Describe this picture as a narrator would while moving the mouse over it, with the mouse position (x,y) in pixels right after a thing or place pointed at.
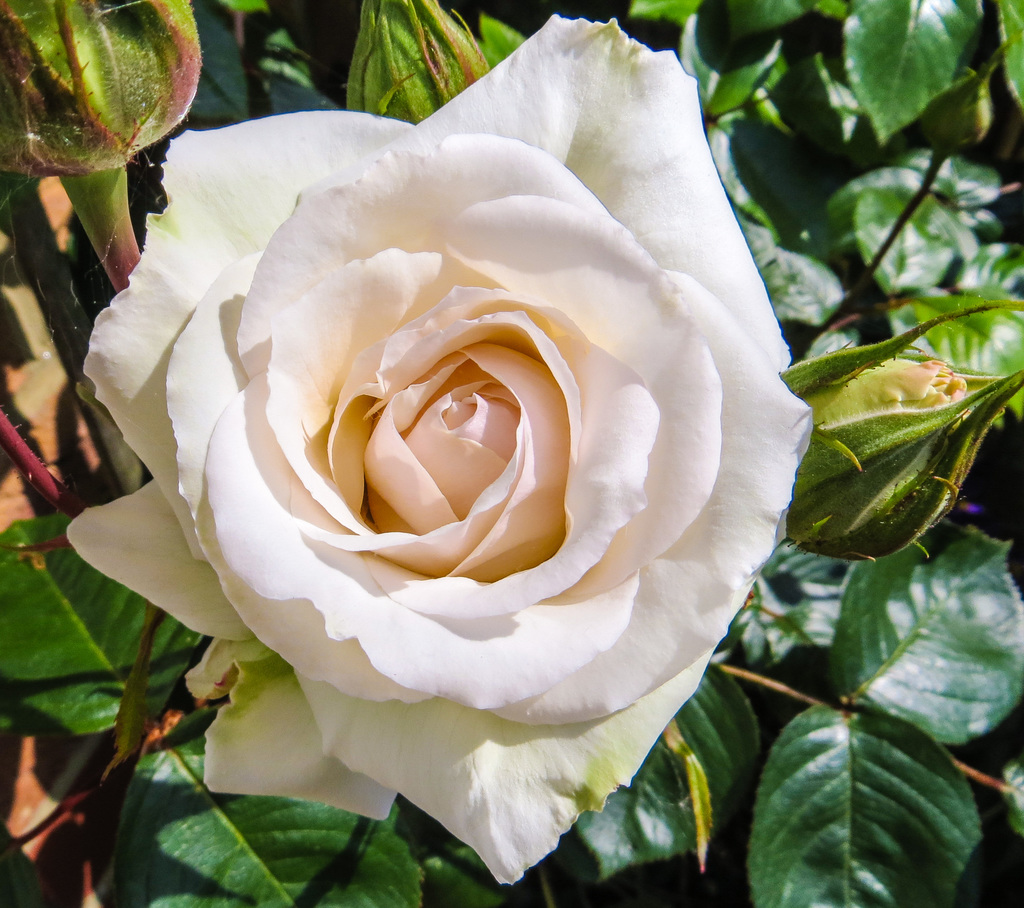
In this image, I can see a rose flower (511,420), which is white in color. I think these are the flower buds (440,101). I can see the leaves (153,812), which are green in color.
